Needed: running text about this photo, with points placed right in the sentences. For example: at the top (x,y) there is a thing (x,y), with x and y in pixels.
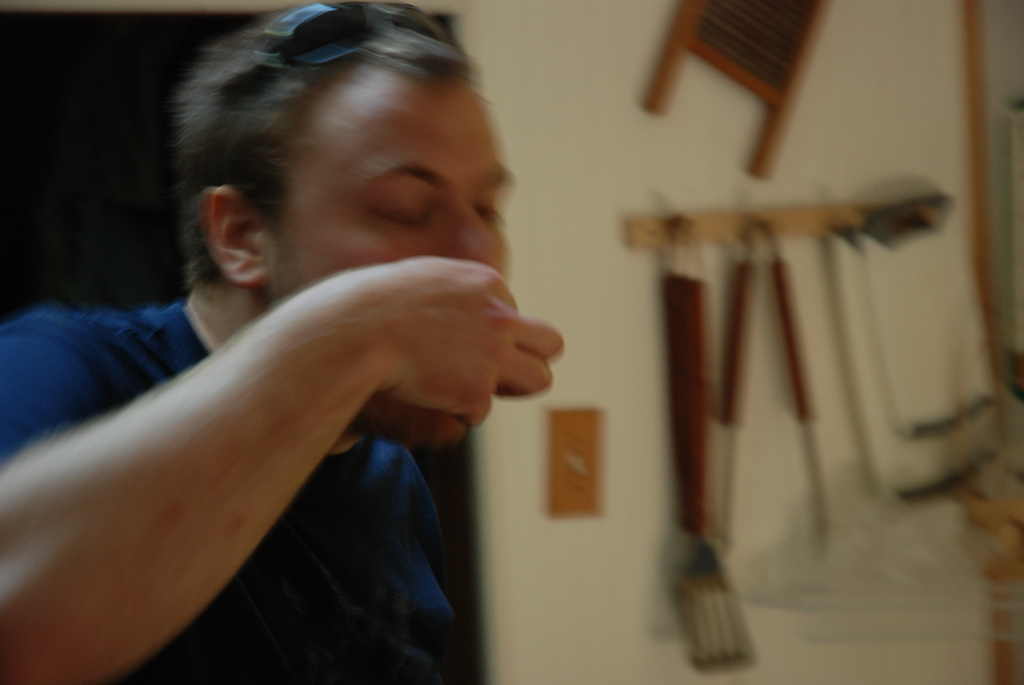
This image is slightly blurred, where we can see a person (366,530) wearing a blue T-shirt (320,473) has kept his hand (505,389) in his mouth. In the background (874,218), we can see spoons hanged to the stand (693,233) and a few more things (925,224) on the wall (655,426).
